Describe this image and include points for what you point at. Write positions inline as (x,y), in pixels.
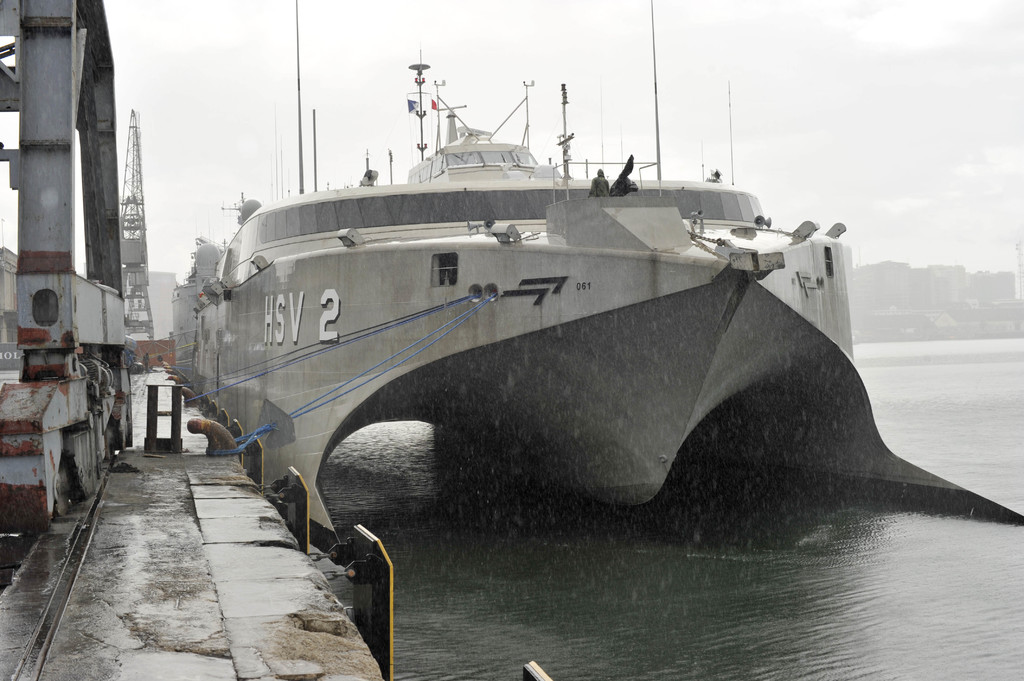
In this picture we can see a ship (424,415) in the water (680,564), and it is tied with ropes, beside to the ship (282,406) we can find a crane (134,301) and metal rods (97,359), in the background (155,289) we can see few buildings (954,288).
